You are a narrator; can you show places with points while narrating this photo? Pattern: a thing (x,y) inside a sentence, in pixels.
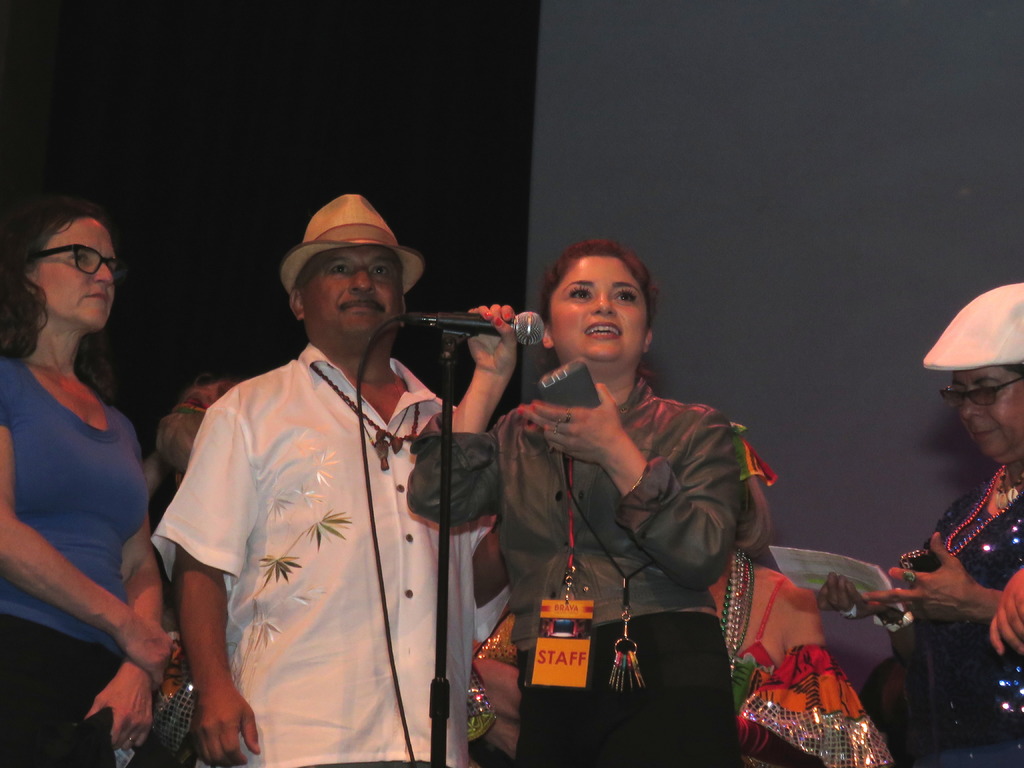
In this image, There are some people (849,690) standing and in the middle (665,495) there is a girl (681,568) standing and she is holding a microphone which is in black color she is holding a mobile (577,395) in her left hand (592,447), In the background (797,292) there is a gray color wall (701,144).
